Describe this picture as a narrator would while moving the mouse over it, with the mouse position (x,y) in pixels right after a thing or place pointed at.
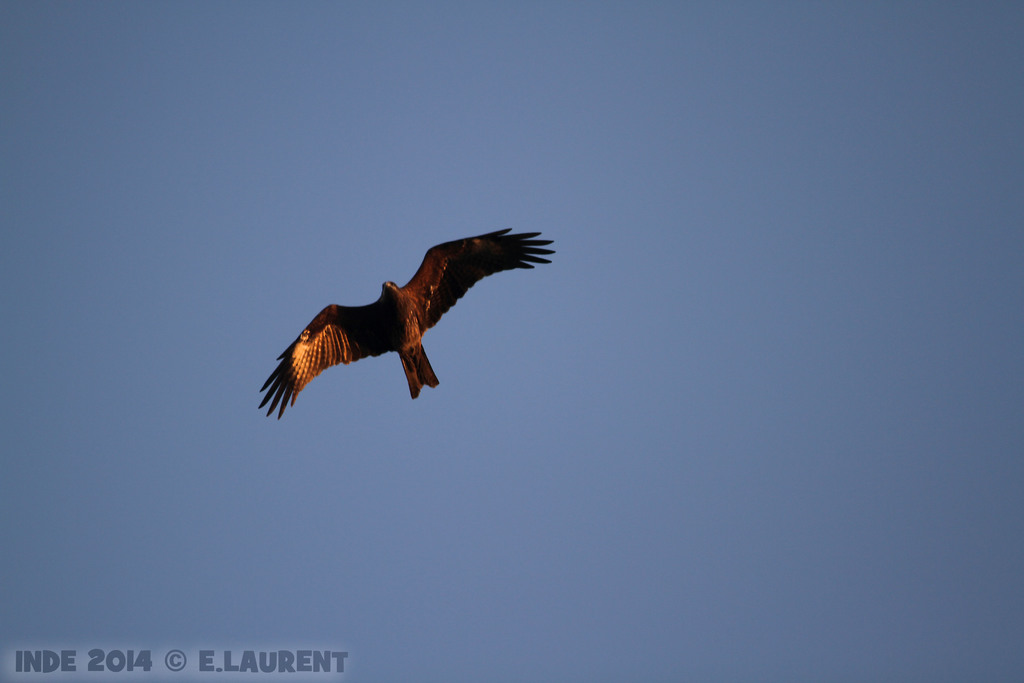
On the bottom left (52,653), there is a watermark (52,660). On the left side (315,377), there is a bird (443,284) flying in the air (345,238). In the background (207,449), there is the blue sky (795,361).
